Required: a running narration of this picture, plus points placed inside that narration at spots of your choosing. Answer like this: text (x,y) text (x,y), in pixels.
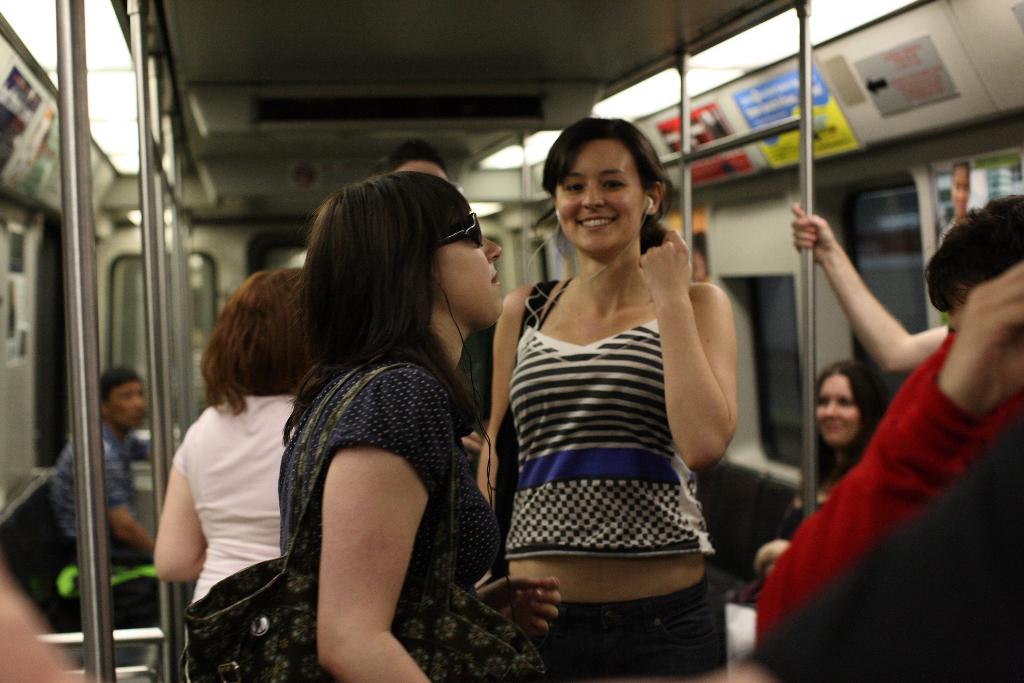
This is the inside picture of the train (918,226). In this image there are a few people (481,430) standing and there are a few people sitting on the chairs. There are metal poles (155,157). In the background of the image (781,395) there are glass windows (878,276). There are posters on the wall (827,198). On top of the image (768,53) there are lights (759,42).
